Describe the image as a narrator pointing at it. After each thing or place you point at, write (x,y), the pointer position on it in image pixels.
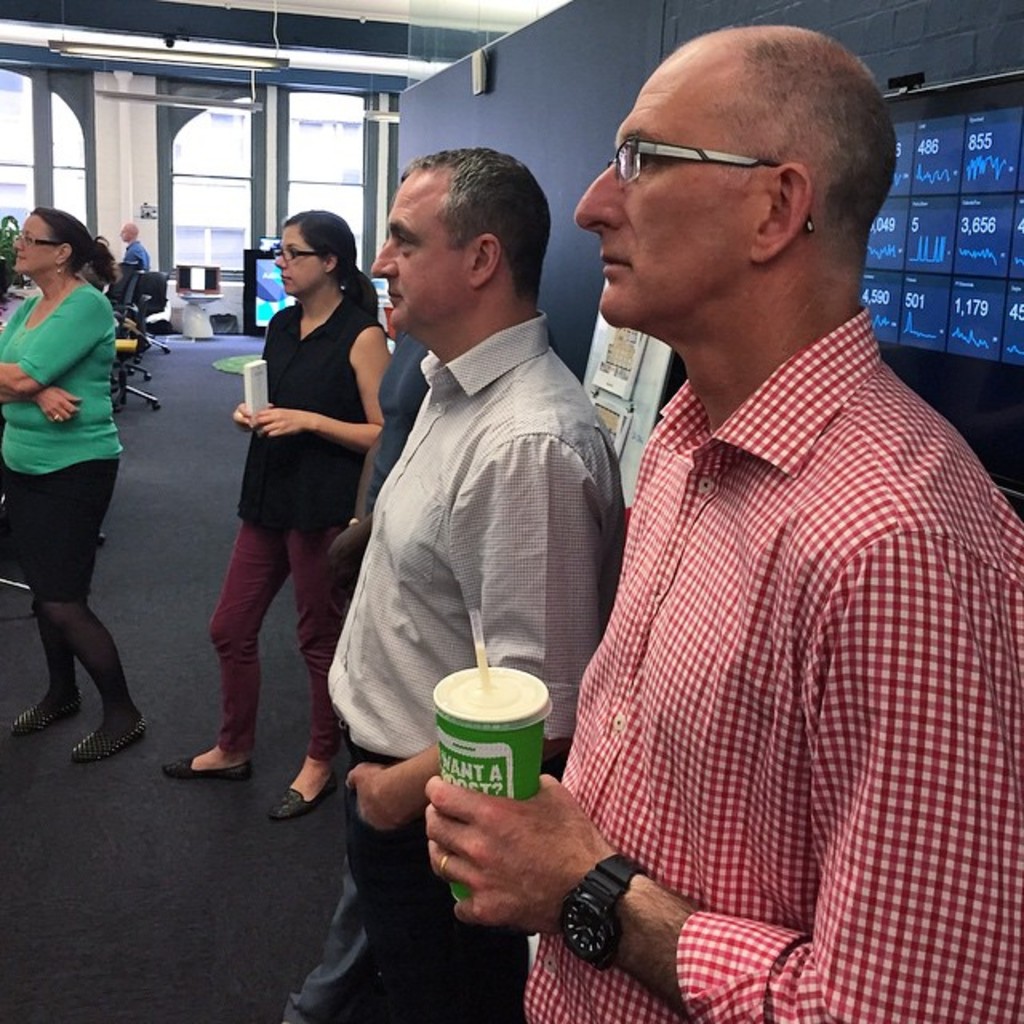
This image consists of many persons (713,771). In the front (828,664), the man (870,775) wearing red shirt (775,743) is holding a cup (452,733). At the bottom (124,900), there is a floor (143,874), on which we can see a floor mat (92,957) in black color. On the right (952,326), there is a screen (952,329). In the background (27,83), there are windows (355,212). And there are many chairs (130,353) in this image. At the top (296,3), there is a roof (397,21) along with lights (255,110).
